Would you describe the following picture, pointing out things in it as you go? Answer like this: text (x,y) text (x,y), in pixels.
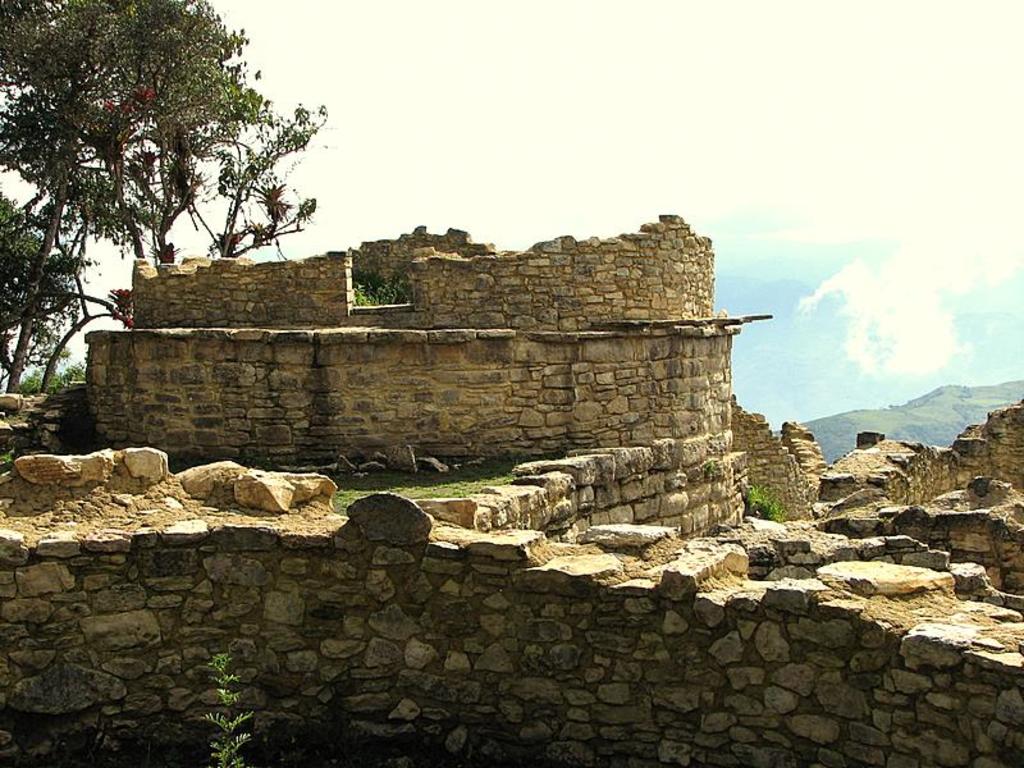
In the center of the image (477,278), we can see a fort (329,406) and there are rocks (725,586). In the background (150,163), there are trees (131,172). At the top (622,161), there is sky (622,161).
